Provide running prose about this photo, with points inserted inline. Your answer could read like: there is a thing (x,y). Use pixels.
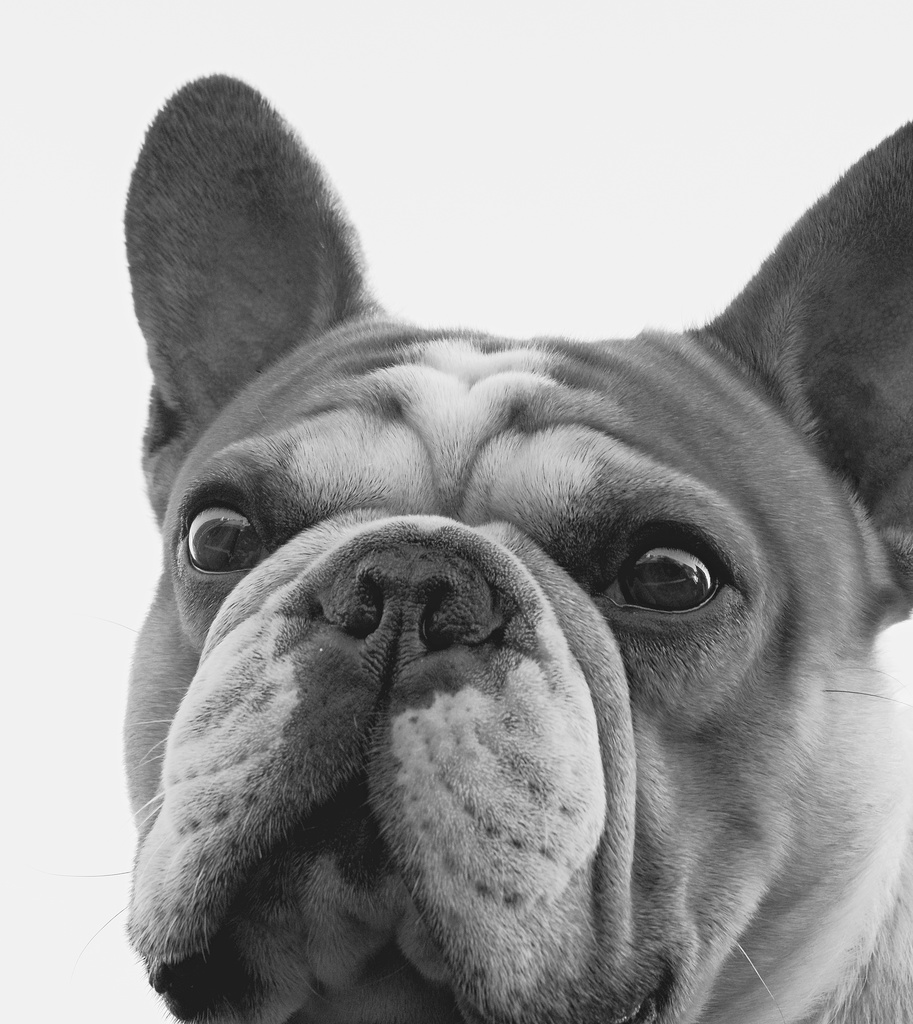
In the image we can see the black and white picture of the dog (630,704).
